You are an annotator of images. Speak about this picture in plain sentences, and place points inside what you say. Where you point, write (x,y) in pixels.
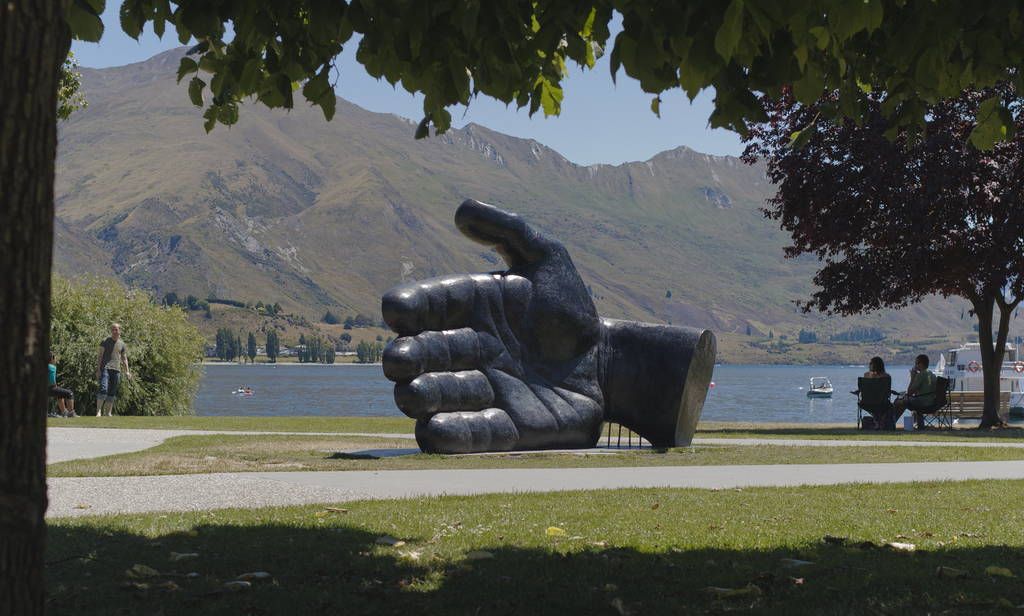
In this image I can see the hill (120,187) and the sky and trees (905,236) and in front of the hill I can see the lake (341,397) and in front the lake (835,369) I can see a bench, on chairs (945,383) I can see two persons (925,386) sitting, on the left side (106,354) I can see two persons (117,357) in the middle (577,305) I can see statue (595,369) of person hand (547,293).
